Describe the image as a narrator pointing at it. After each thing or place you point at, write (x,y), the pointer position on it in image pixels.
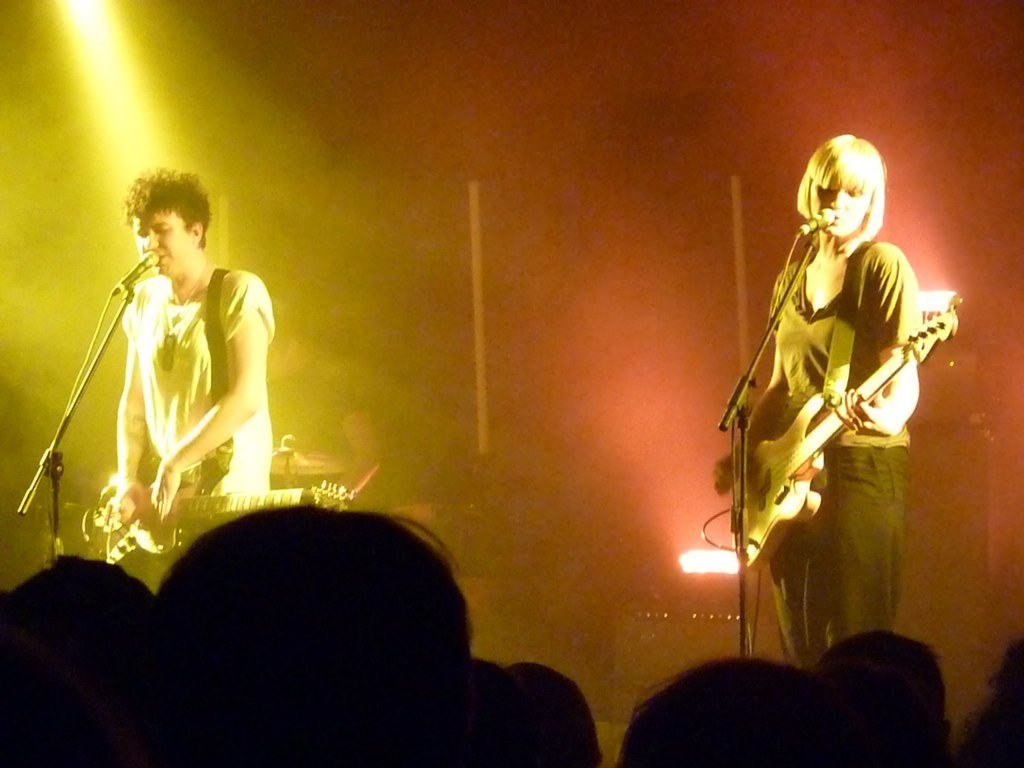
It looks like a music show, there are two people (822,364) standing on the stage (571,633), both of them are wearing guitars (747,523) and playing music, in the background (141,149) there is a yellow color light (119,67) and red color light (952,80).
